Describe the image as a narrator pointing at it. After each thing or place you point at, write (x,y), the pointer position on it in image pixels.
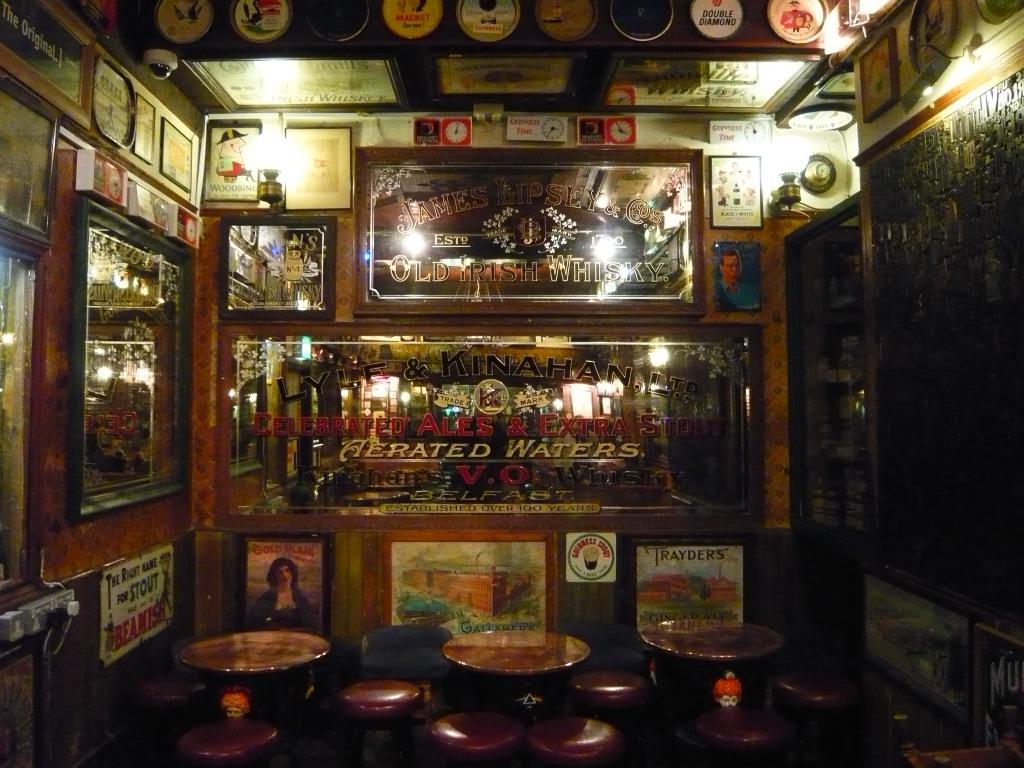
In the picture we can see a wooden wall (138,533) on it, we can see, full of photo frames (715,178) and wall clocks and to the floor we can see some seats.
